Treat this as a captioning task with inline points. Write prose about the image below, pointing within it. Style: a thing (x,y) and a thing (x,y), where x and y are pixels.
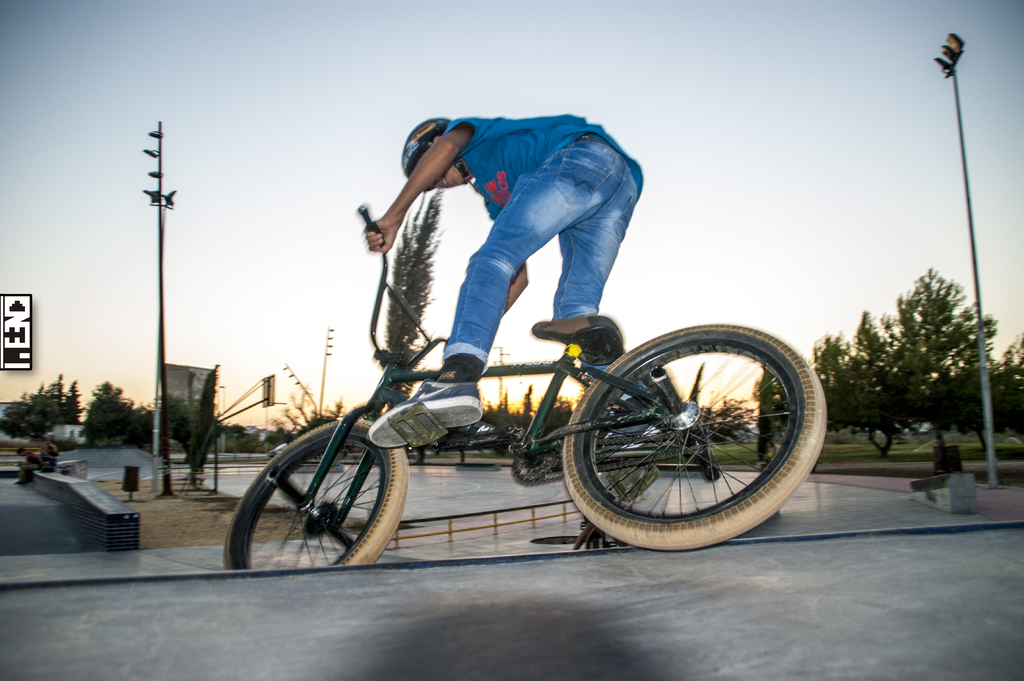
In this image, I can see a person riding bicycle (375,552). There are poles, trees (206,425) and a basketball hoop (239,410). On the left side of the image (21,457), there are two persons (23,472) sitting and I can see a watermark (32,335). In the background (118,174), there is the sky (450,76).
